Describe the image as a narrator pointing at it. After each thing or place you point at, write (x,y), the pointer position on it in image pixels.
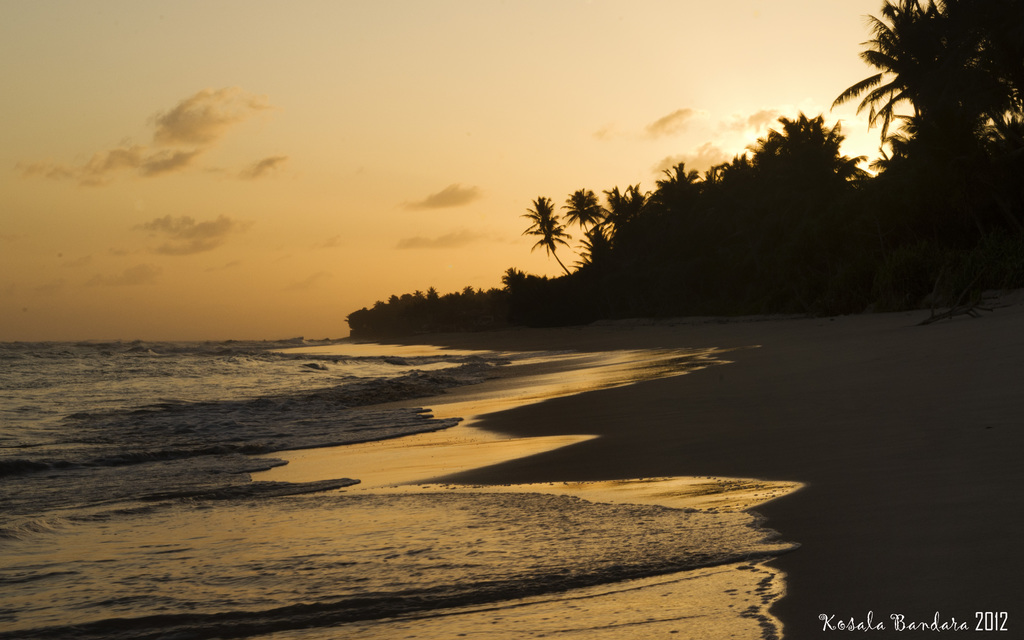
In this image we can see sea (224,397), seashore (555,353), trees (599,311) and sky (502,151) with clouds (116,164).
